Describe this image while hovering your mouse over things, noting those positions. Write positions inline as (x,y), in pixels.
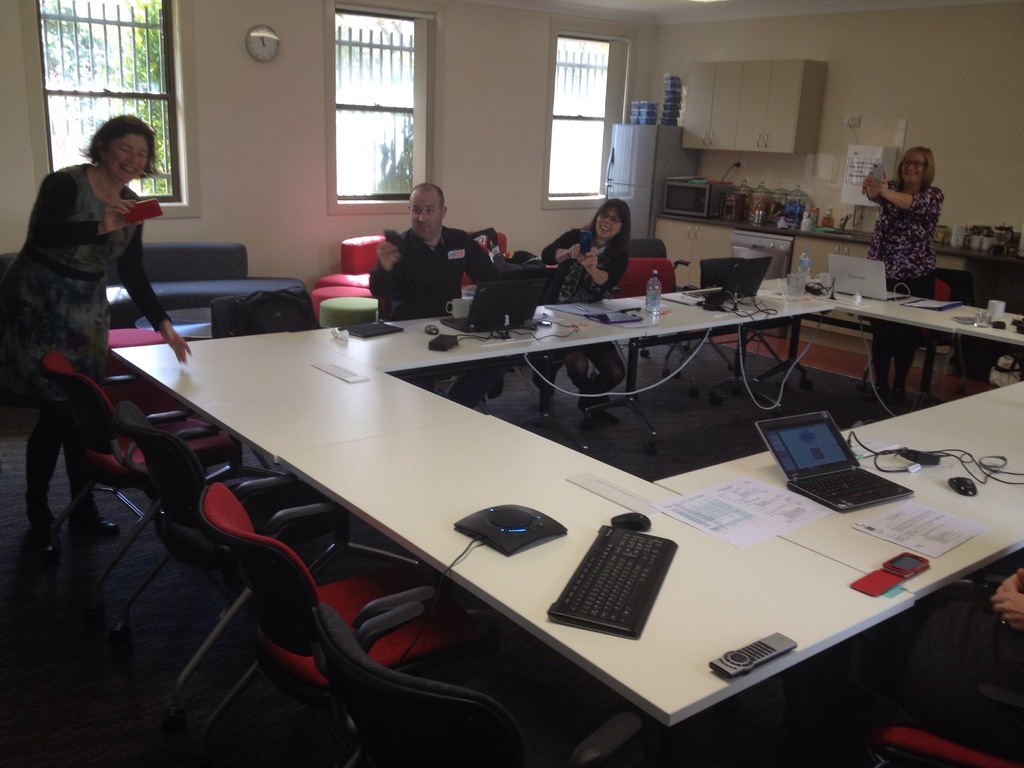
In this image I see 4 persons (60,429), in which 2 of them are standing and 2 of them are sitting and all of them are holding their mobile phones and smiling. I can also see there are lot of chairs (661,278) and tables (1023,446) in front (148,446) on which there are few things (706,258) on it. In the background (685,237) I see the windows (95,9), cabinets (740,149), refrigerator (648,178), oven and the wall (709,58).
